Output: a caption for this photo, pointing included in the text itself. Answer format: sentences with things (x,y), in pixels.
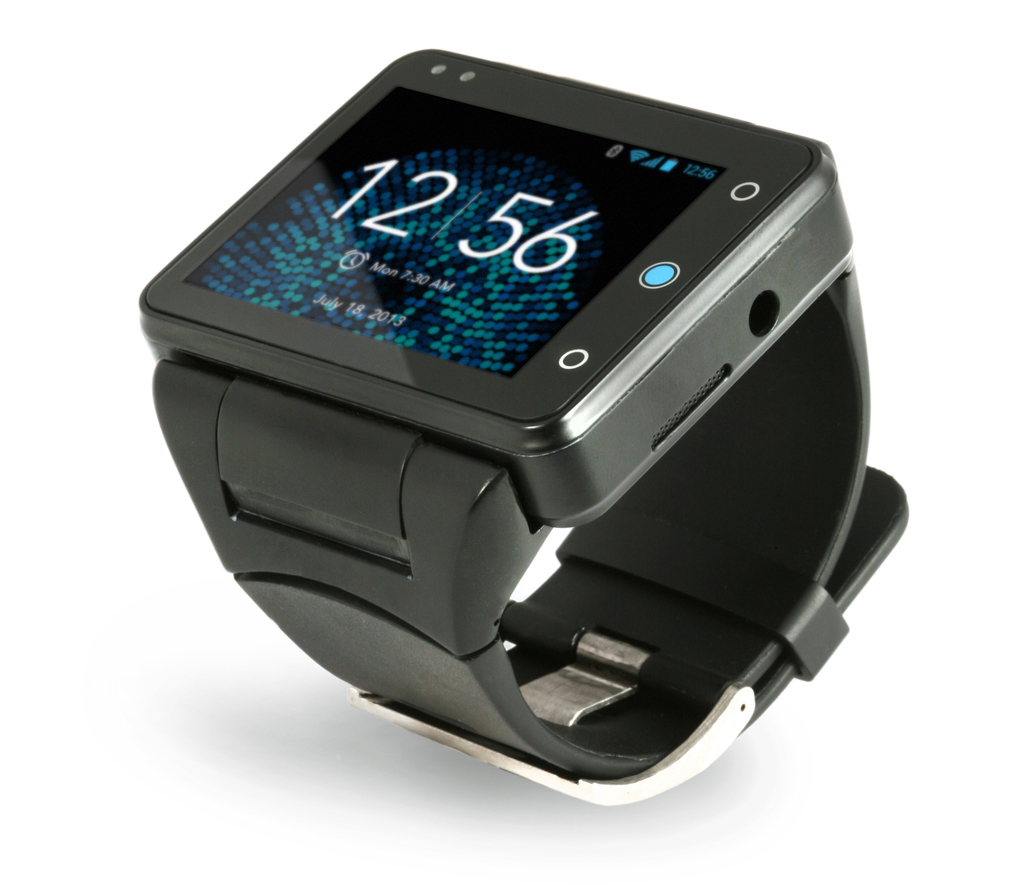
In this picture there is a watch (677,168) and there are numbers (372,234) and there is a text (361,308) on the screen (497,294) and there are symbols (637,157) on the screen (618,162). At the back (801,94) there is a white background (86,58).
